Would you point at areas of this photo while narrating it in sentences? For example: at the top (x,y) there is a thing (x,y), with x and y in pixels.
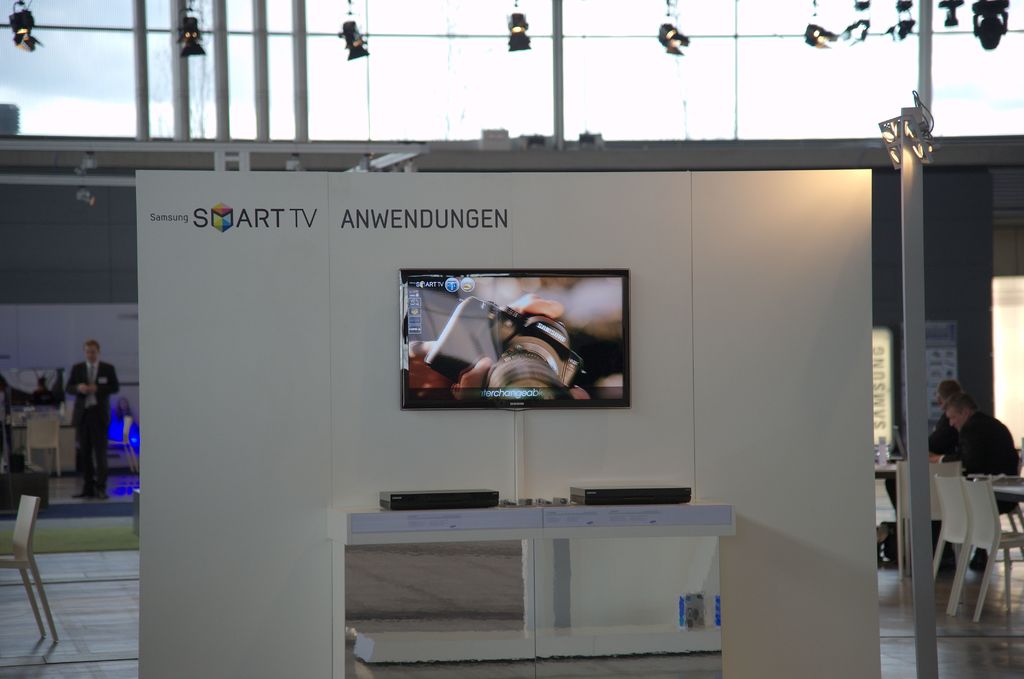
Here we can see television (512,330) and two electronic devices (460,508). In the background (462,263) there is a hoarding (693,240). Here we can see a man (102,370) standing. These are chairs (57,466). Here at the right side of the picture (1002,454) we can two men (972,419) in the black attire (988,444) near to the chairs (989,520). This is a floor (99,678).
